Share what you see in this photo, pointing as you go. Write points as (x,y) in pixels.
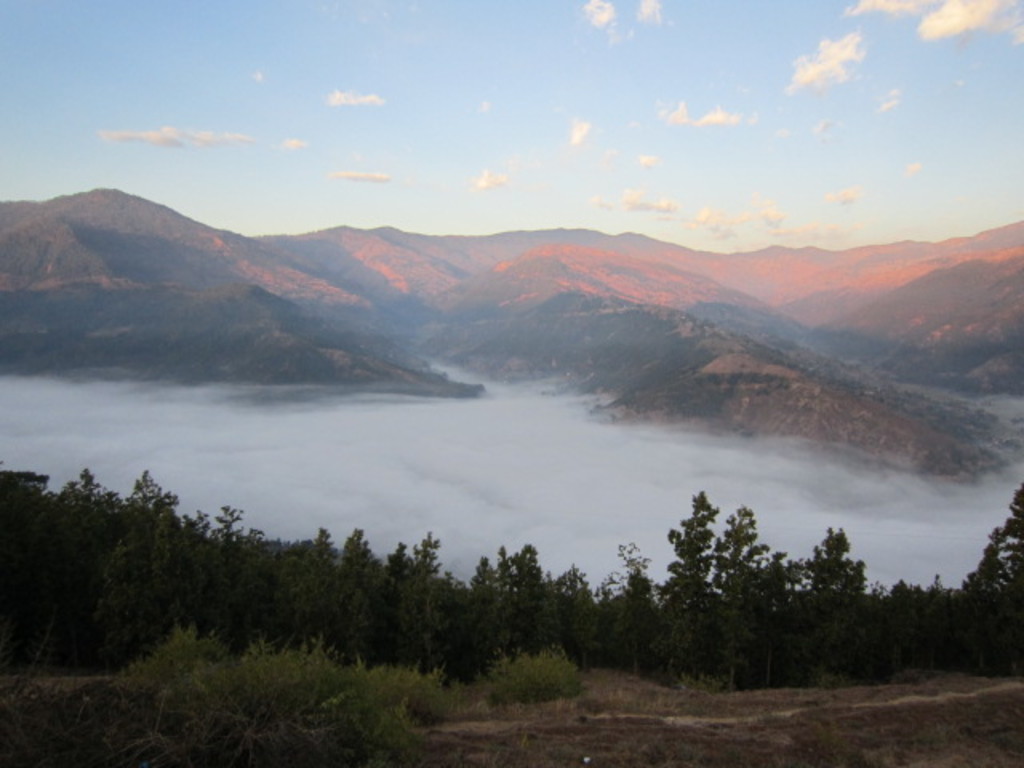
In the picture we can see trees (629,584), fog (327,503), hills (1008,265) and the sky (159,188) with clouds (595,4) in the background (997,78).
